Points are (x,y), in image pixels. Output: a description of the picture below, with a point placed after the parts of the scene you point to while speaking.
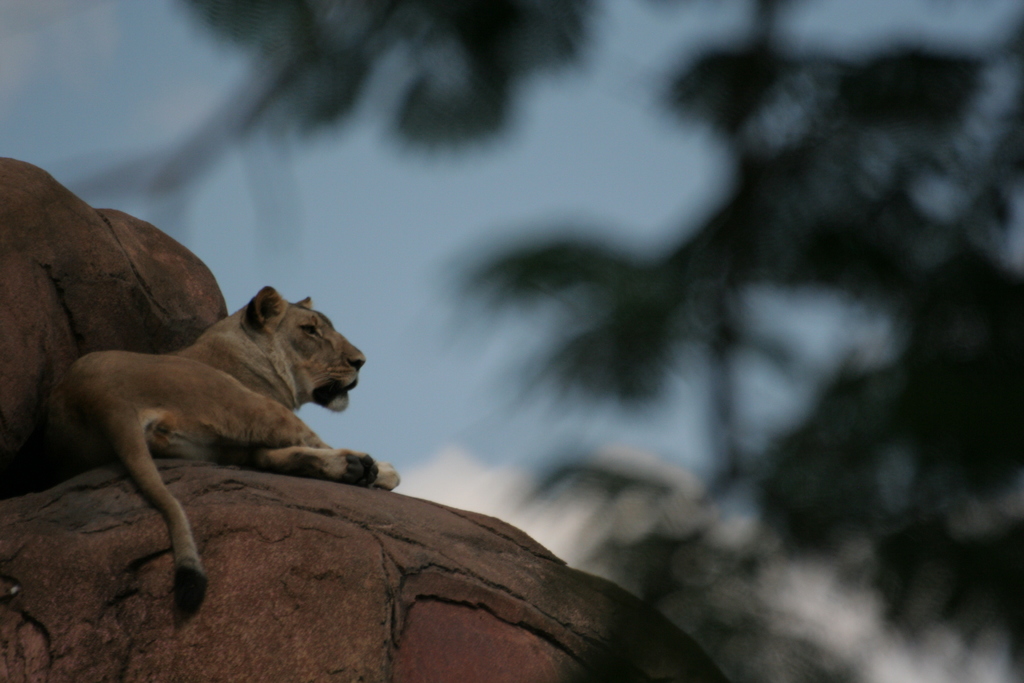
In this image we can see a lion (146,394) and rocks (269,509). In the background of the image (399,387) there is the sky (367,328) and blur background (40,56).
